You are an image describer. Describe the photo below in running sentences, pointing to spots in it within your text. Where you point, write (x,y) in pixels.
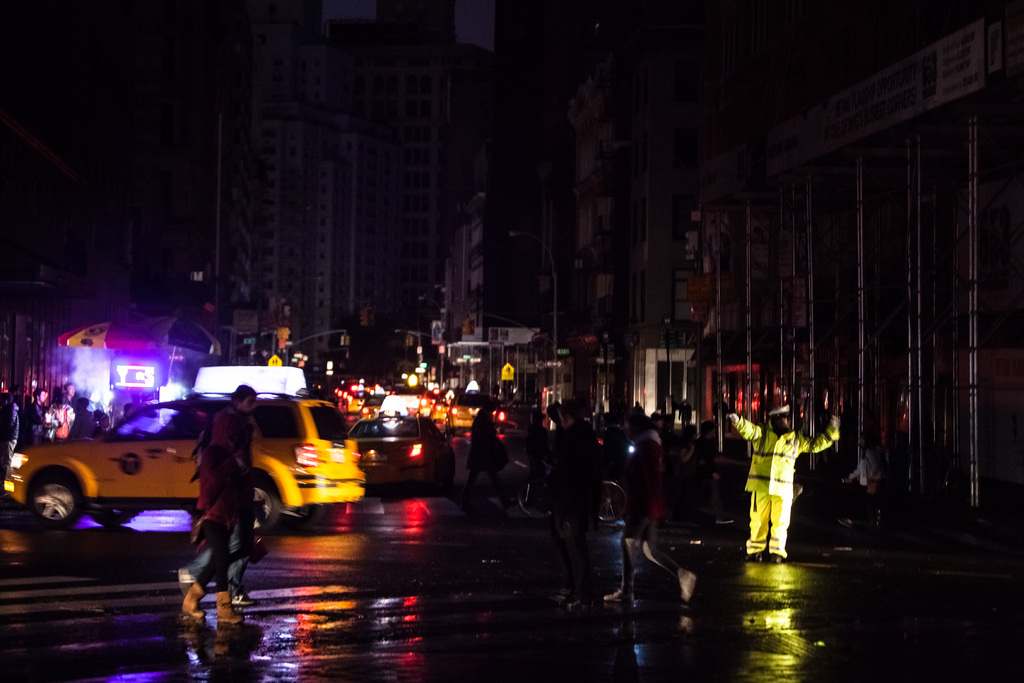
In the picture we can see a night view of the road (83,562) with some people (752,498) are standing and some cars (279,370) and besides we can also see some shops (34,378) and in the background (321,374) we can see some buildings (293,28) and tower buildings (317,179) with many floors (382,256).
